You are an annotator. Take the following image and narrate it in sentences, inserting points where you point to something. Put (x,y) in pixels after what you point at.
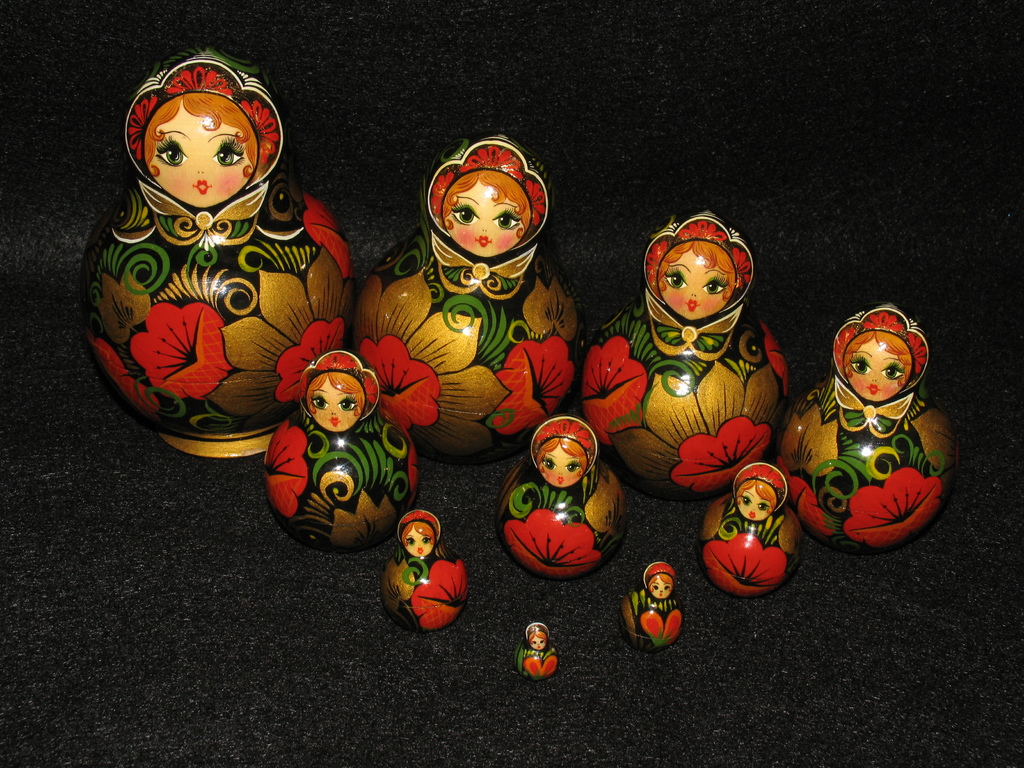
These are seeming to be wooden nesting dolls (832,527) and these dolls (463,364) are placed on a black surface (217,703).
